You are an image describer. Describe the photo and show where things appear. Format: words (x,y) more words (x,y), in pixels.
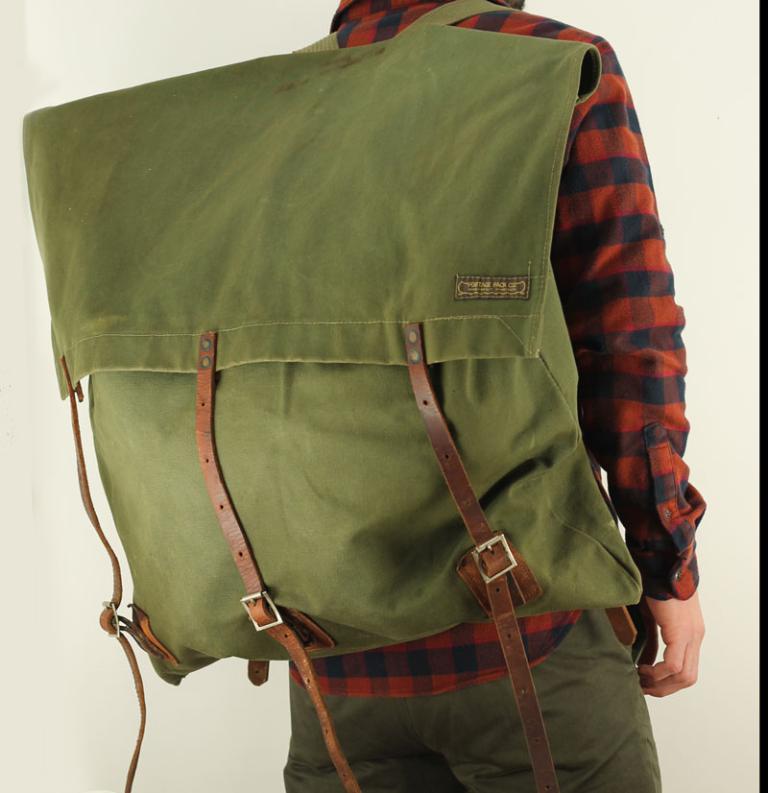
A guy (397,30) who is wearing a green bag (157,373) which has a brown color belt (453,454) on it. There are three belts (129,773) to the bag (208,631).
